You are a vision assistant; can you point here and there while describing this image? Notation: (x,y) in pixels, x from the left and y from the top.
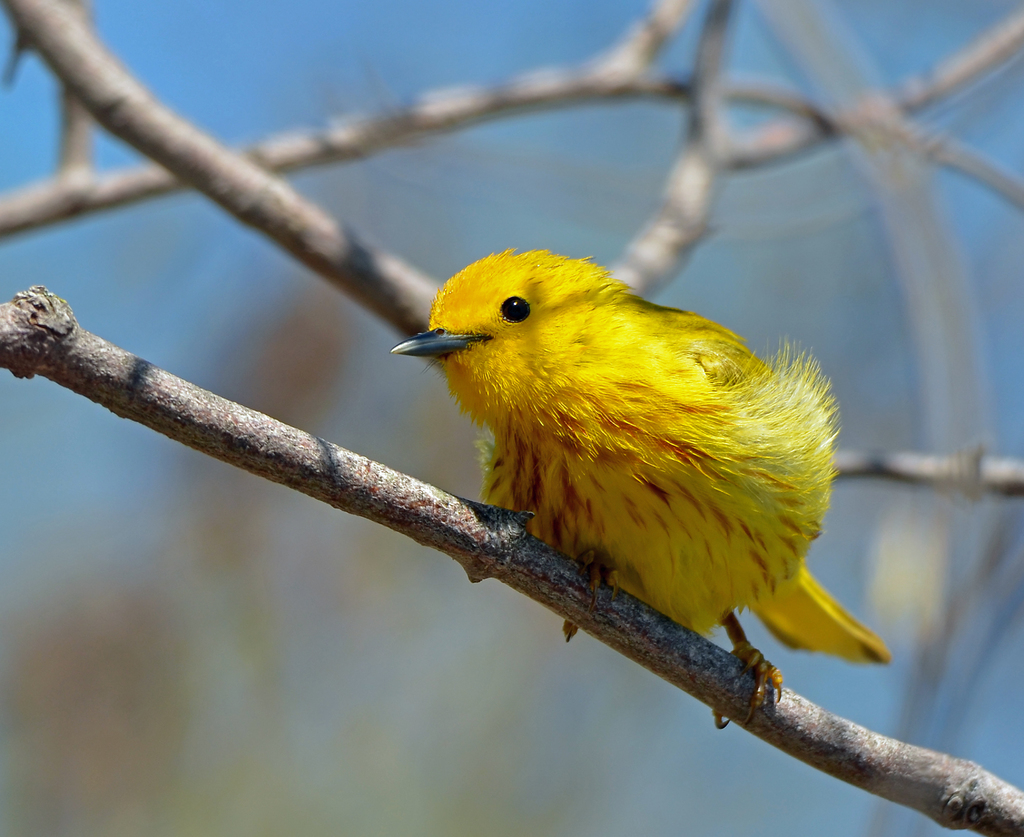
In this picture I can see there is a bird (578,465) and it is in yellow color and in the backdrop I can see there are few branches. There is a light blue color surface (500,157) in the backdrop (578,787).
